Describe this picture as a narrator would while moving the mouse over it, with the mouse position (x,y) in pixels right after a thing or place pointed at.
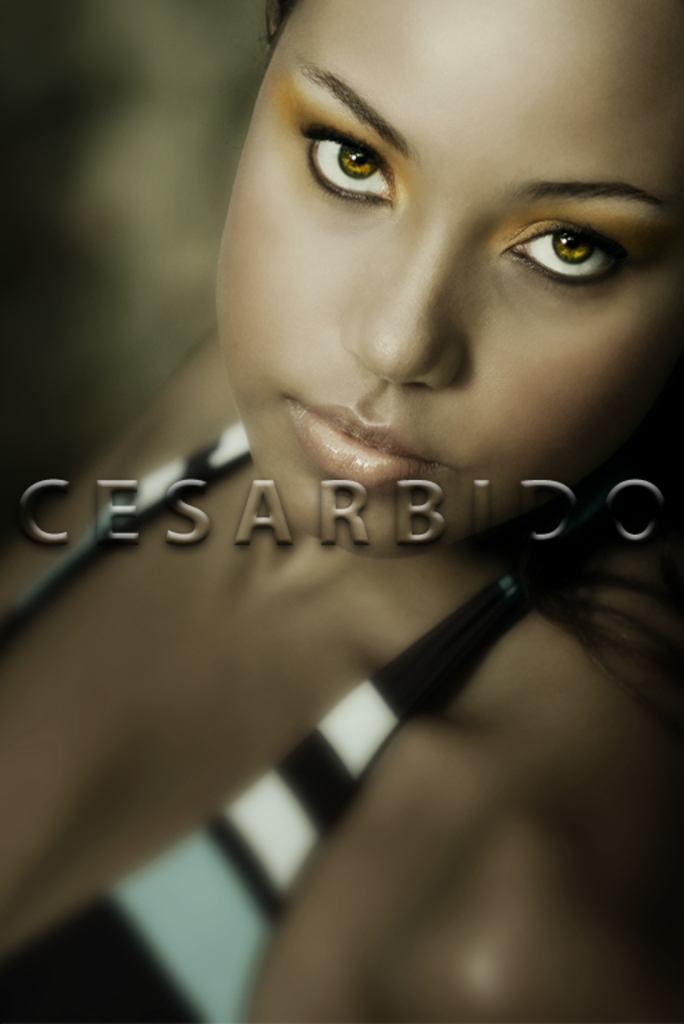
In this image we can see a woman (362,690). Also something is written on the image.
